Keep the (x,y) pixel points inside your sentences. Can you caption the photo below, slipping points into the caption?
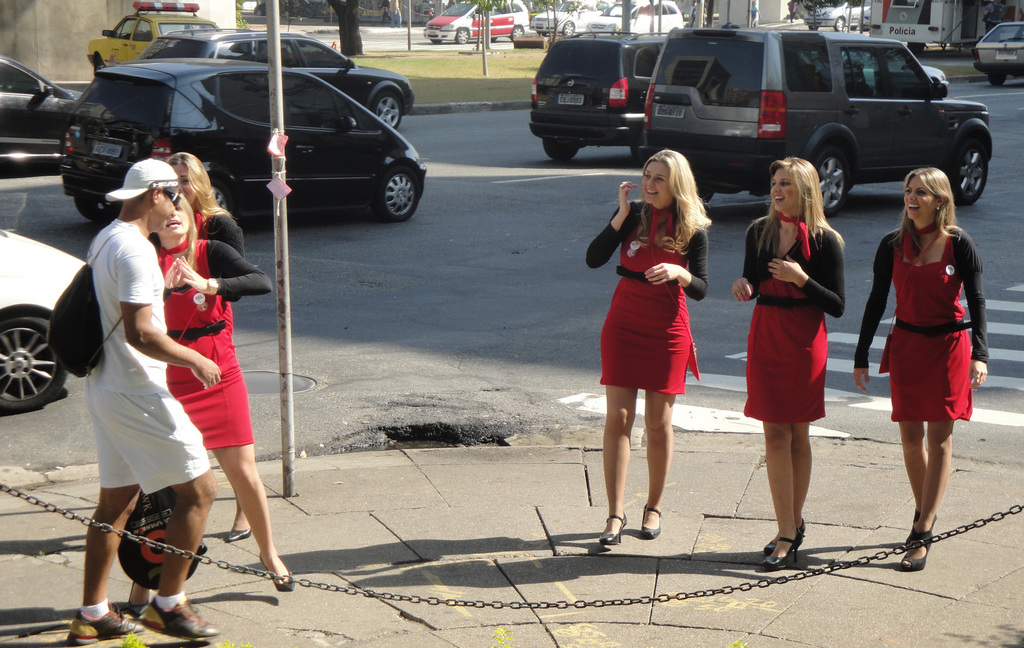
In this image I can see few women (639,265) wearing red and black colored dresses (648,343) are standing on the sidewalk (706,492) and a person (182,442) wearing white colored dress (113,350) and black colored bag (93,294) is standing. I can see a metal pole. In the background (46,261) I can see the road (424,312), few vehicles (408,205) on the road (426,241), few trees (487,74), few poles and few other objects (529,49).
